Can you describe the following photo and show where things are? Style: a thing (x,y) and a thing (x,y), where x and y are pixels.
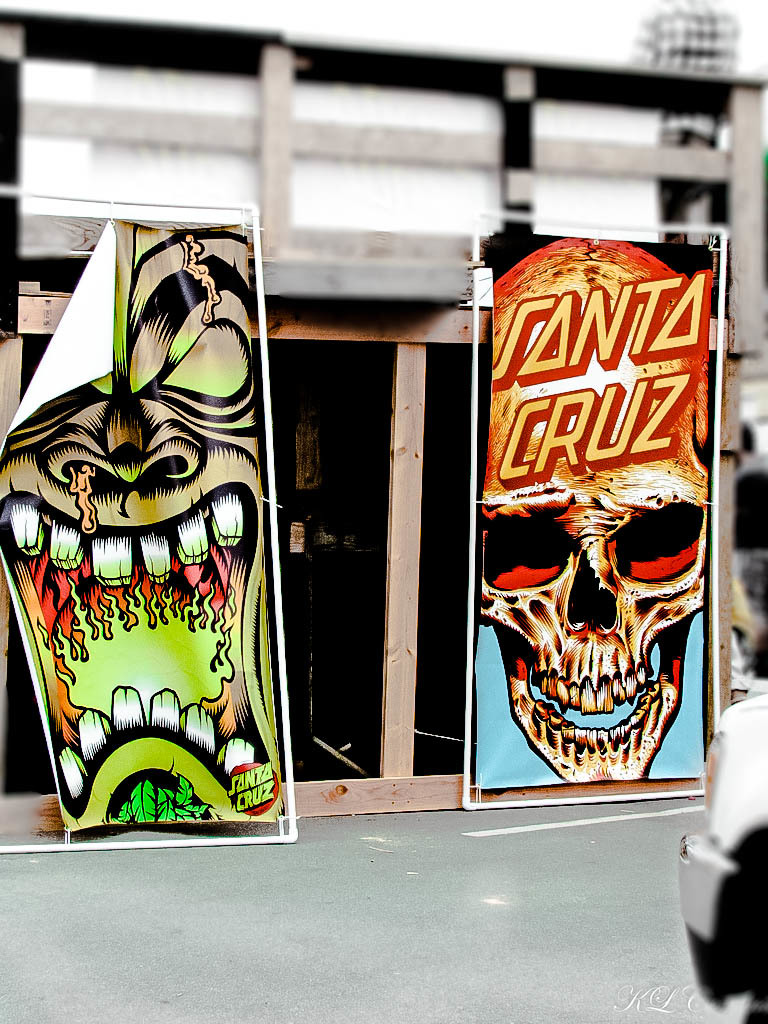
In this image we can see there is a wooden structure (399,782), in front of it there are two big posters (45,634) with monster (48,503) and skull images (626,586).
